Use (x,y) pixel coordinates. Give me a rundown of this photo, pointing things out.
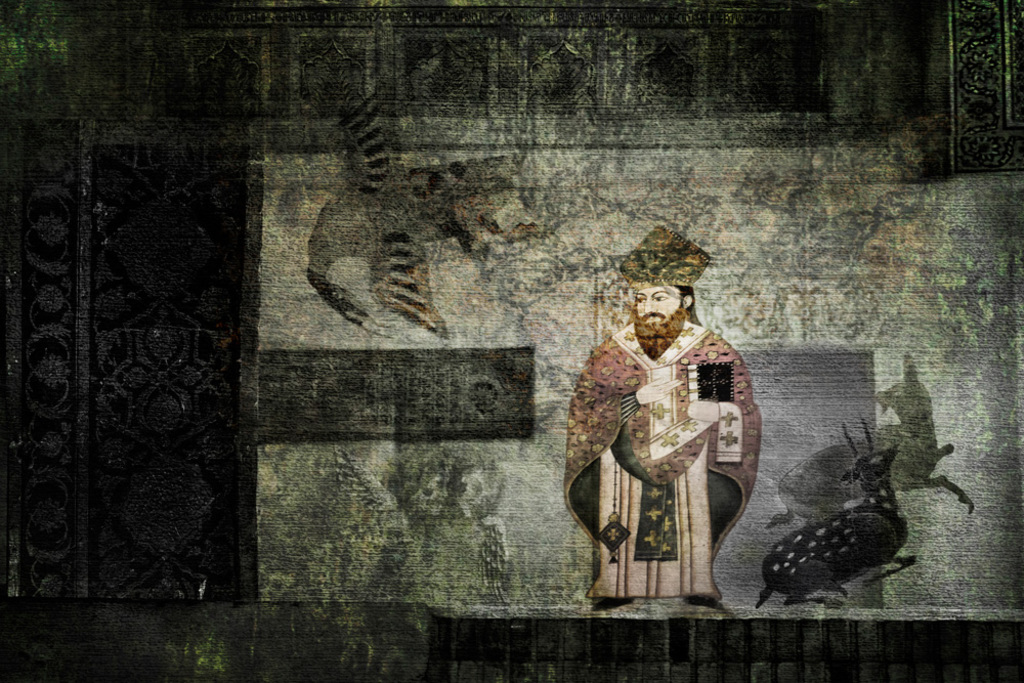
In this image I can see a wall (330,152). On this wall (350,445) there are some paintings (418,276) of a person (645,358), deers (764,566) and other animals (395,246).
